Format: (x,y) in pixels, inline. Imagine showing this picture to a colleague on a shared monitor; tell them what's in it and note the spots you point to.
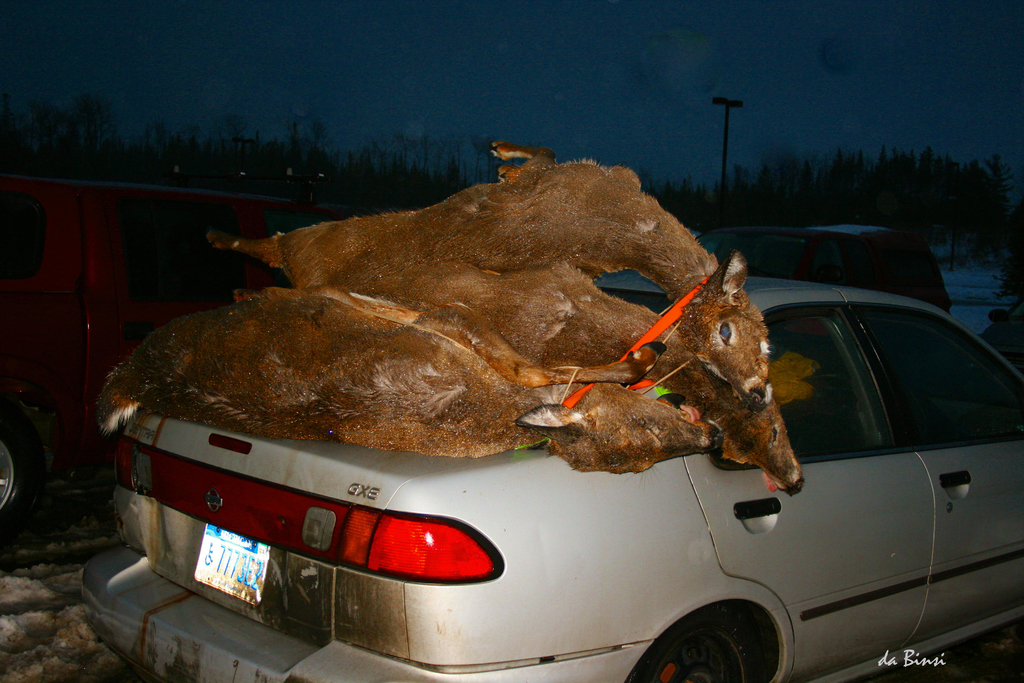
There is a car (468,587) and on the trunk (283,505) of the car (288,523) there are some animals (426,408) laying and around the car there are some trees (805,172).
